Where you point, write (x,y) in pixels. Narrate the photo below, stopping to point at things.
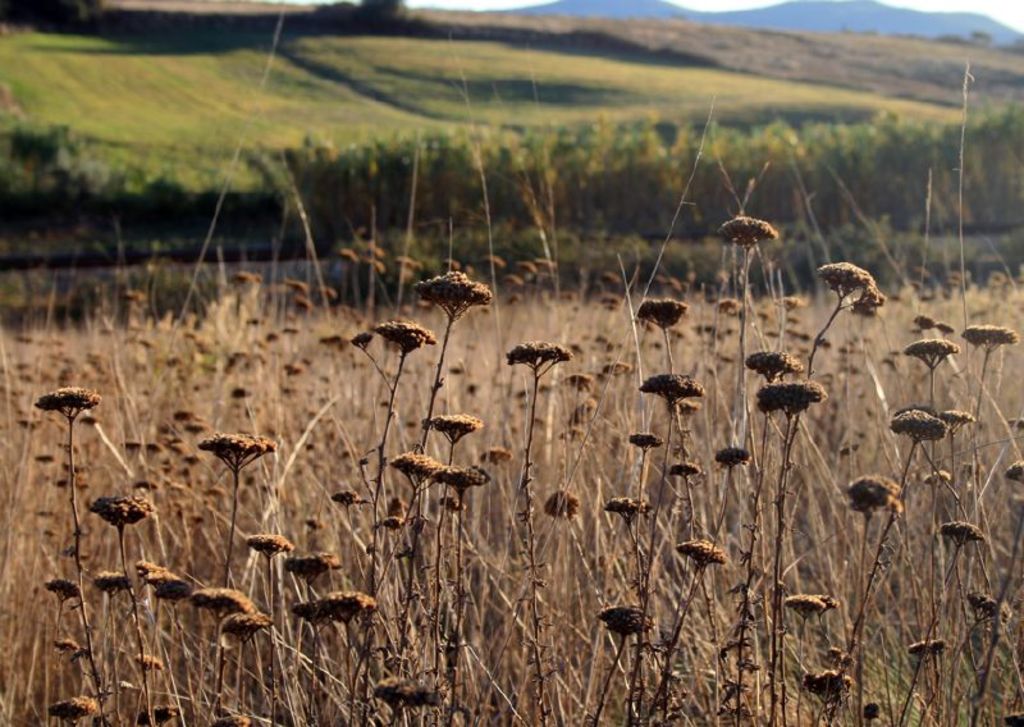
In the foreground of this image (790,653), there are flowers (461,556) and grass (494,561). At the top (521,75), there is greenery (710,65) and mountains (626,9).
